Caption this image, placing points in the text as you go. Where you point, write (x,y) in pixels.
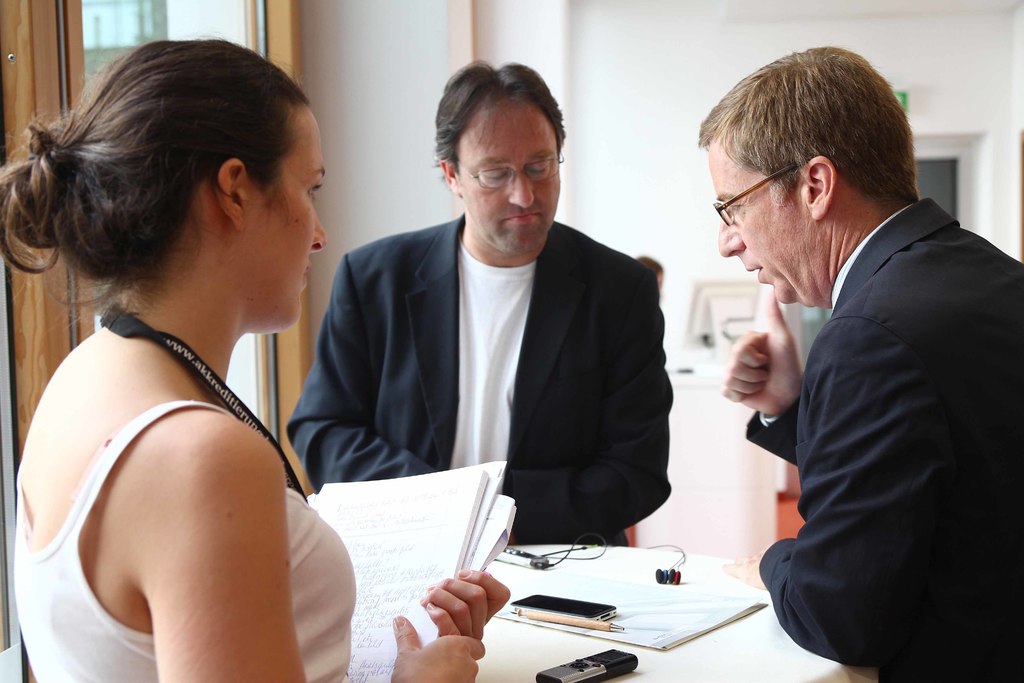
In this image, we can see three persons (260,551). Here a woman (260,551) holding some papers (425,563). At the bottom of the image (536,556), there are few objects (634,620) and devices (590,659) are placed on the white cloth (610,648). Background (629,197) we can see wall (353,187), glass object (177,33), person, monitor (713,301) and few things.
